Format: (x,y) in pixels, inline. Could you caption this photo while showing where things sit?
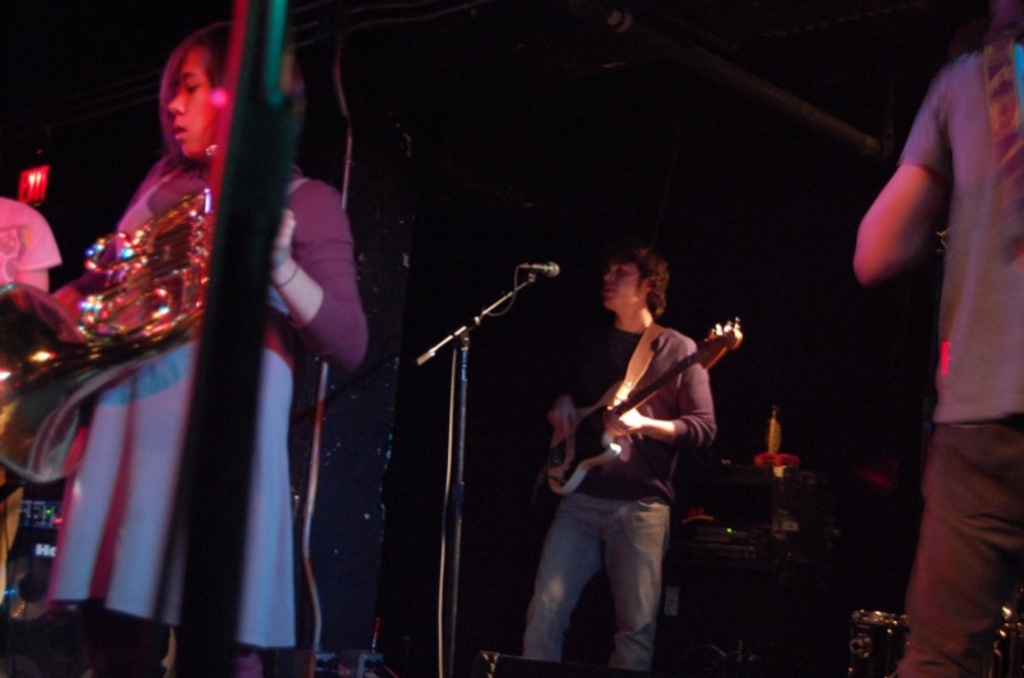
In the image we can see there are people (660,470) who are holding guitar (611,394) in their hand (629,431) and a woman (108,416) is holding a musical instrument (109,330).
